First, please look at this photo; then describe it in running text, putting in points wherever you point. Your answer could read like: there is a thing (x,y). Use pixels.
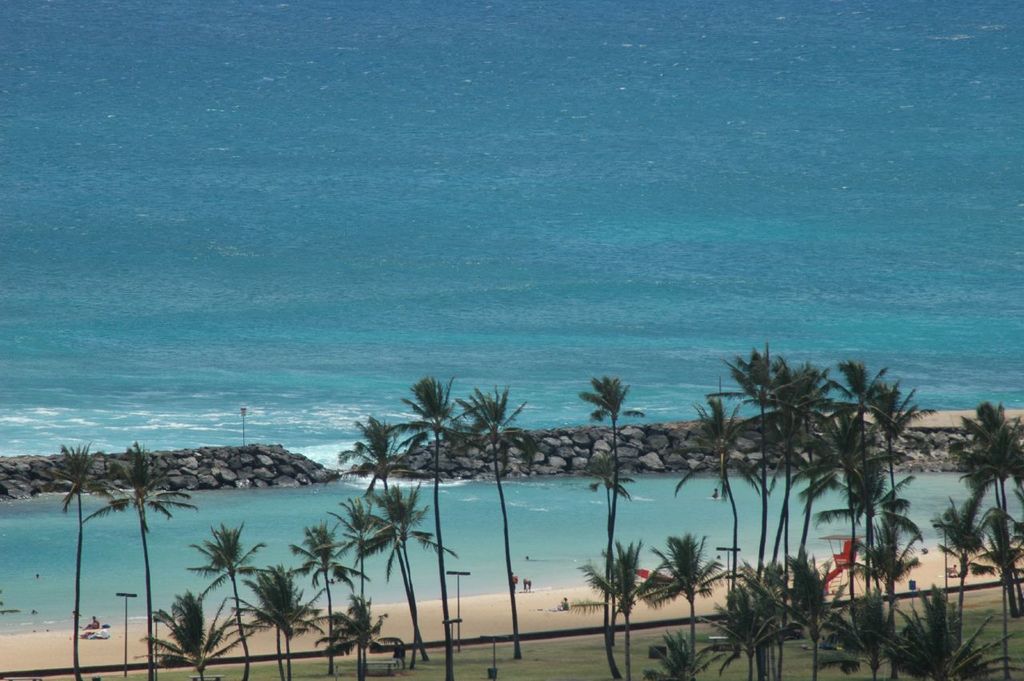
In this picture there are trees (490,426) and people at the bottom side of the image (132,472) and there are pebbles (98,471) in the image, there is water (543,581) in the image, it seems to be the place of a beach (505,596).
